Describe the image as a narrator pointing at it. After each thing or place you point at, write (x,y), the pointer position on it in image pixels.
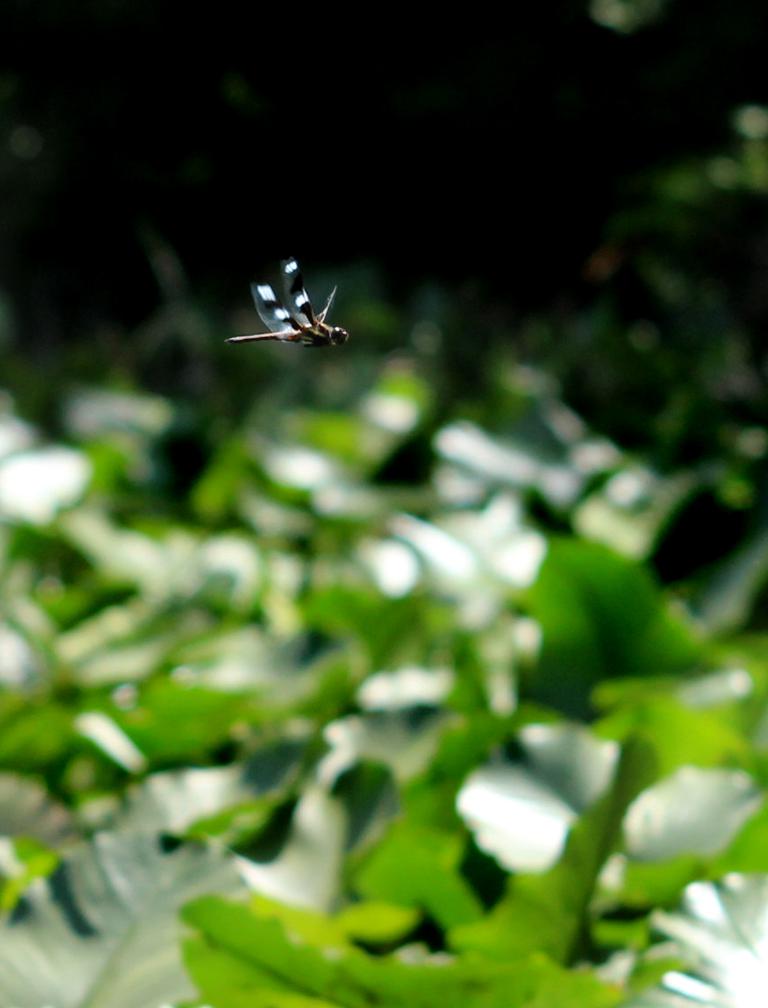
In this image we can see a dragonfly (302,326) in the air. In the background (311,355) we can see the leaves (391,510).
